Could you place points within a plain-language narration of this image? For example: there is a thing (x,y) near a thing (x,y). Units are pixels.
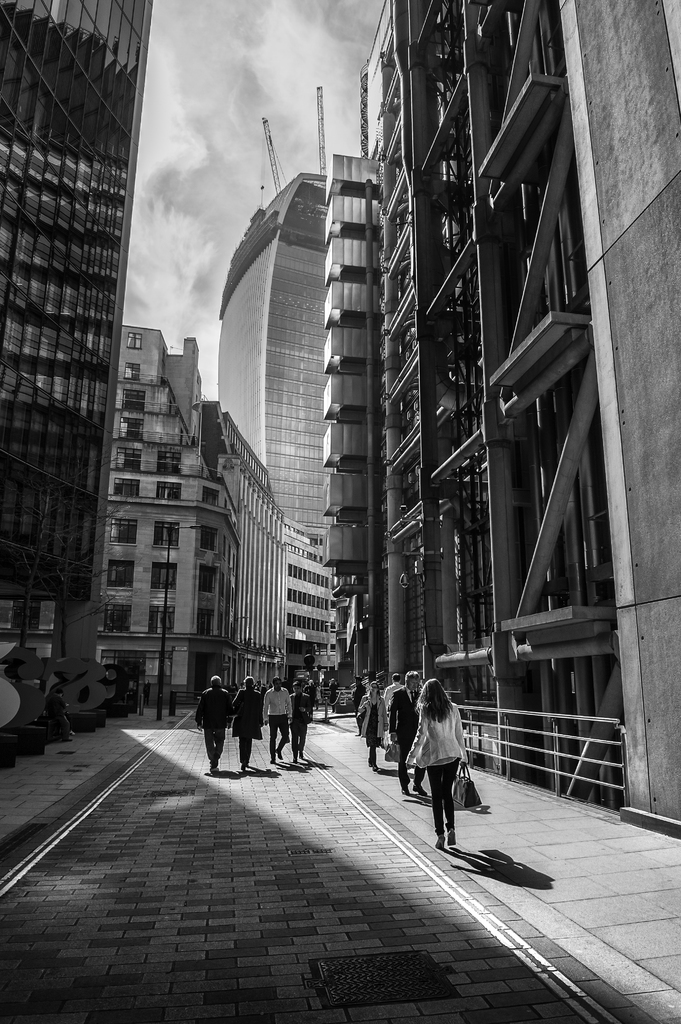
In this picture we can see a group of people (332,702) walking on the road (288,827), fence (583,738), pole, buildings (378,393) with windows (160,614), some objects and in the background (241,72) we can see the sky (204,99).
